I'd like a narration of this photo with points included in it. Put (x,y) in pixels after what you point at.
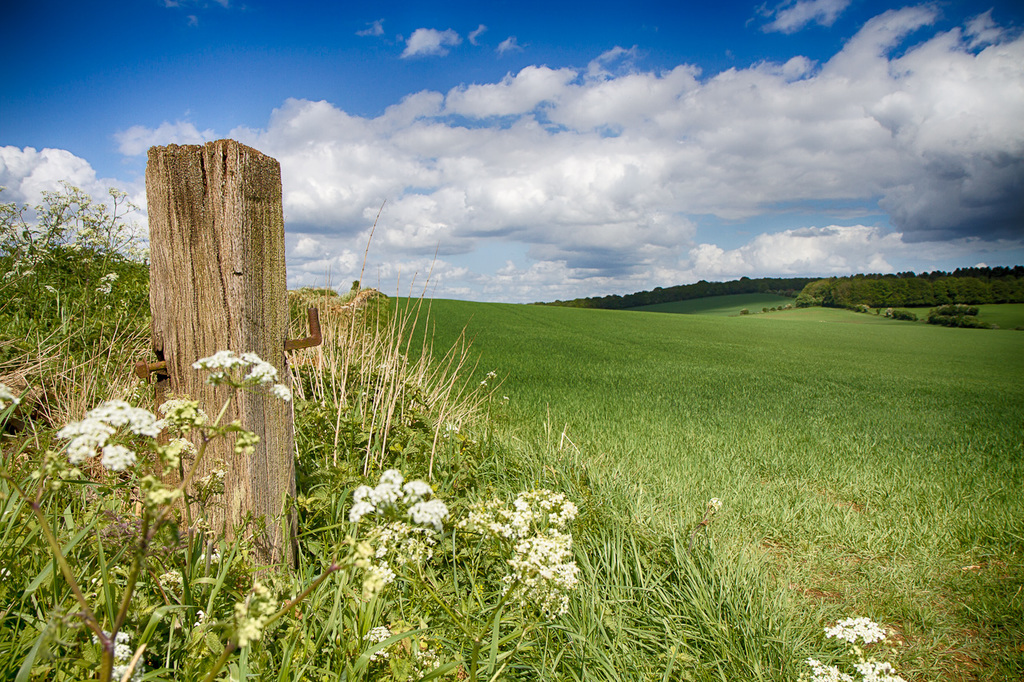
In this image we can see group of plants (424,529) and a wood log (225,422) with metal rods (306,340) on it. In the background (928,292), we can see a group of trees (803,283) and the cloudy sky (637,240).
